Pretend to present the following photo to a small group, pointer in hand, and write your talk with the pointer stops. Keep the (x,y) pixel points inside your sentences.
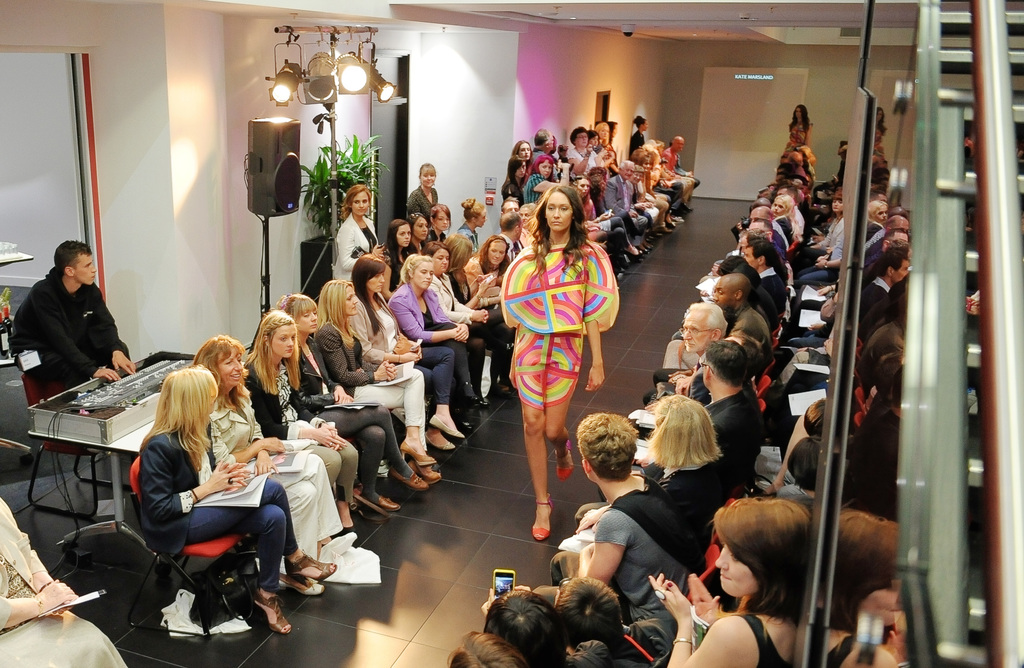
In this picture I can observe a woman (535,469) walking in this path (521,447) on the floor (460,516). She is wearing different colors of dress (534,337). On either sides of the women (540,296) there are some people (390,364) sitting in the chairs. There are men (732,431) and women (410,308) in this picture. On the left side (276,164) I can observe a speaker (274,157) and lights (315,86). In the background (622,95) there is a wall (472,94).
